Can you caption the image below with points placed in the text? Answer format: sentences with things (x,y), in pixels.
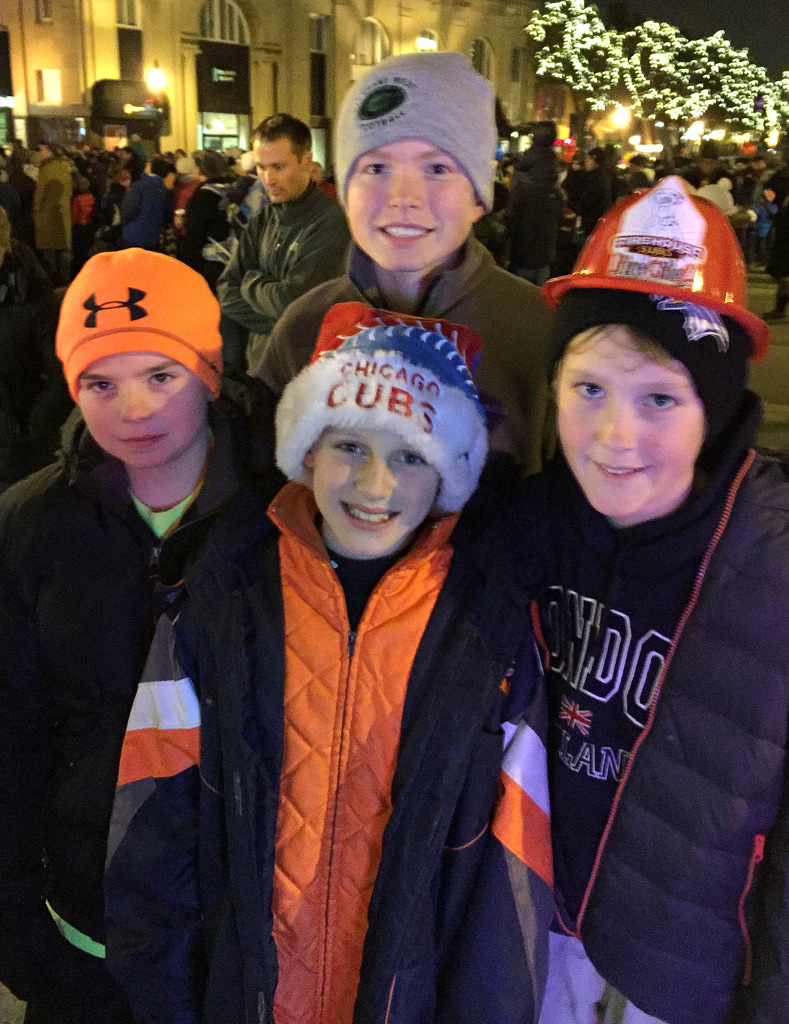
This image consists of many people (165,395). In the front (160,260), there are four persons (223,541) wearing caps (368,416) and jackets (282,635). In the background (437,27), there is a building (542,94) along with a tree (584,104).
